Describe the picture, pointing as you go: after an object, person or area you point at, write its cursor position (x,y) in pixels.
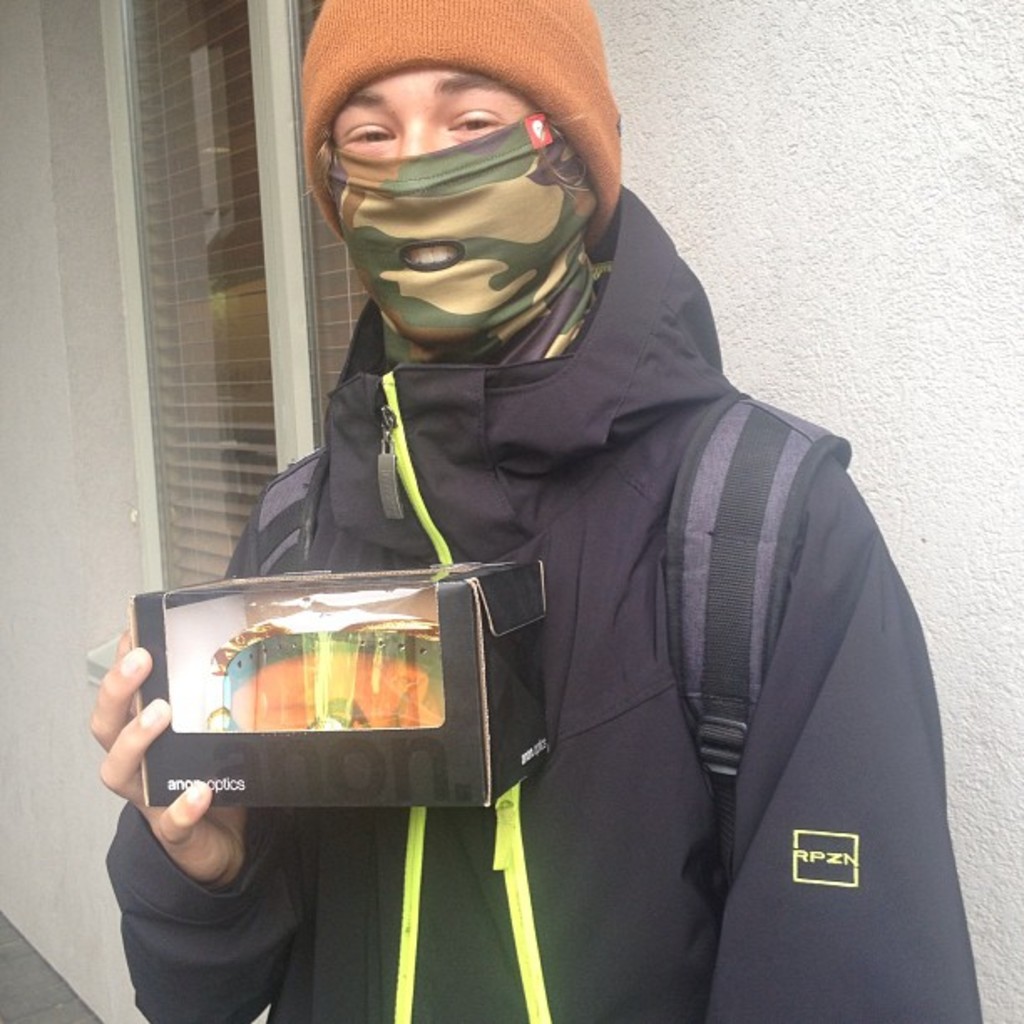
In this image I can see a person (631,733) is standing and wearing black color dress (616,669) and holding something. Back I can see windows (235,221) and the white wall (93,532).
